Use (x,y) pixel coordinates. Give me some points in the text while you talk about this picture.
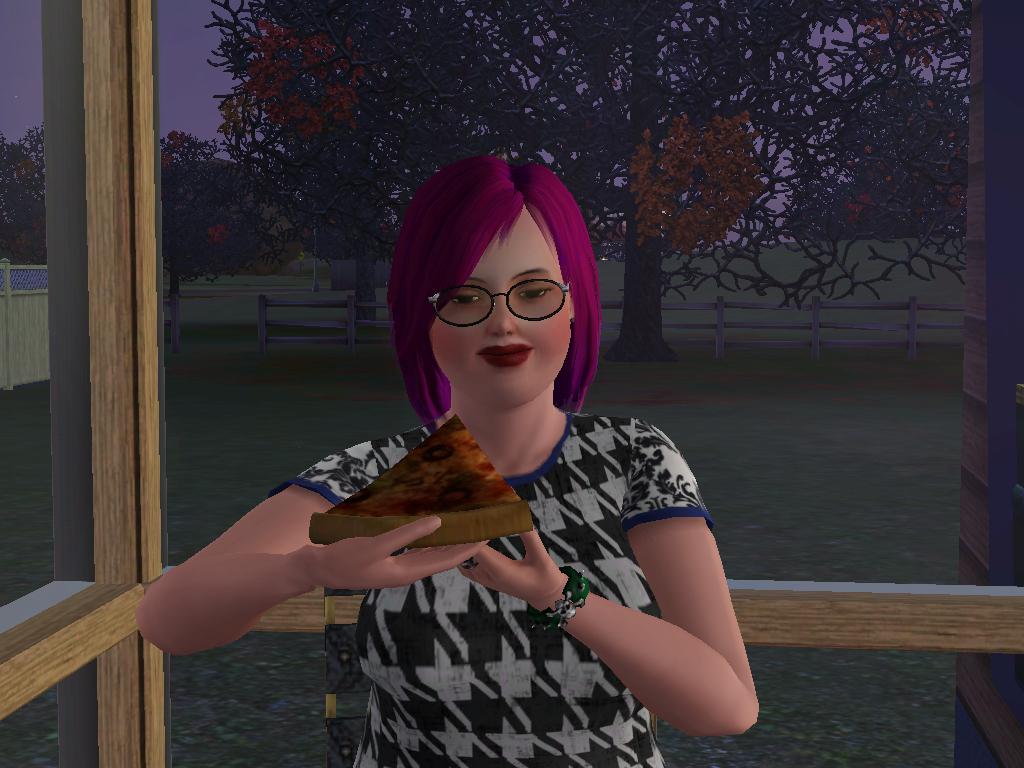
In the image there is an animated image of a woman (560,504), she is holding a pizza slice (403,496) and behind the woman (325,500) there are windows (141,423) and behind those windows (52,491) there is a tree (645,118).
